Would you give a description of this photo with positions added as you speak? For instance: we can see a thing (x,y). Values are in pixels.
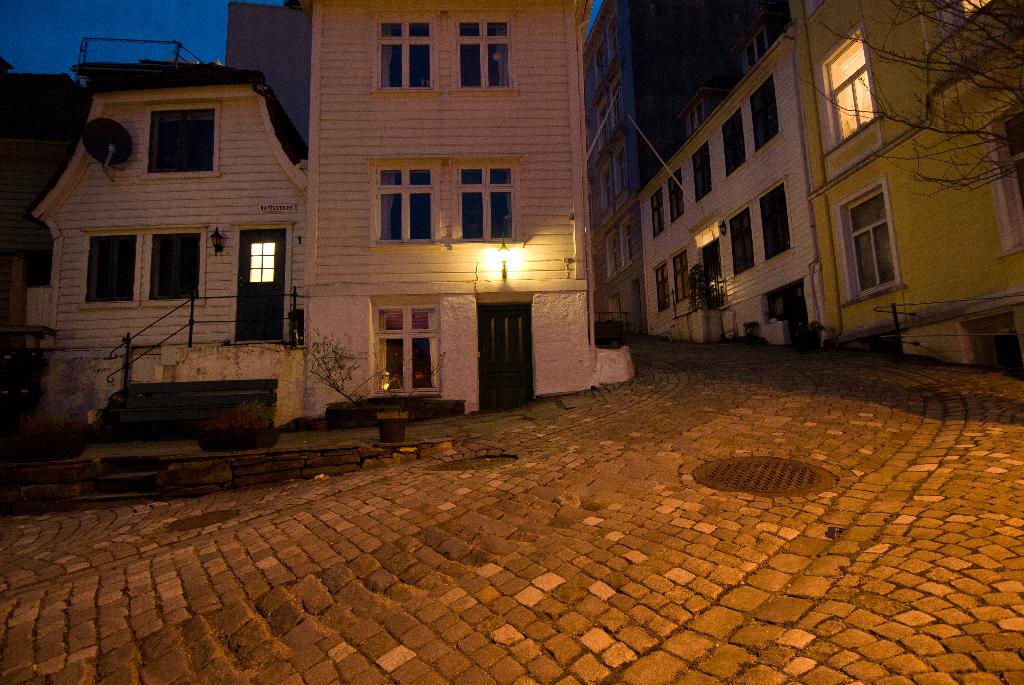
In this image I can see the road (691,508). To the side of the road (666,454) I can see many buildings (570,355), trees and plants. I can see the lights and windows (626,246) to the buildings (385,136). I can see the sky (25,26) in the back (76,25).
